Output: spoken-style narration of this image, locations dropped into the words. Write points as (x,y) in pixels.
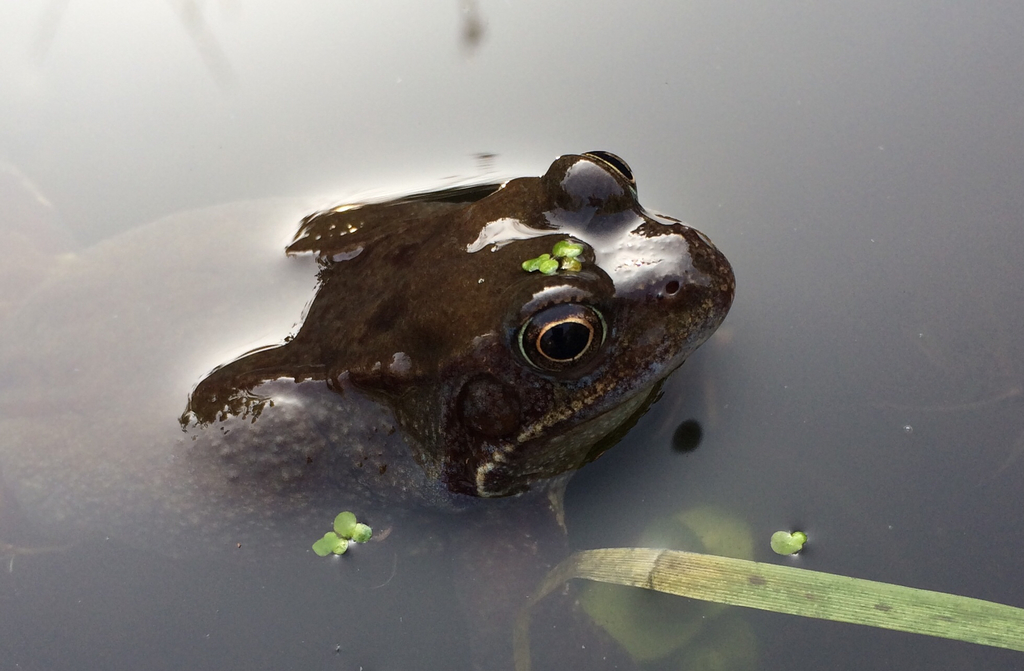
In this picture there is water (734,505), in the water (701,114) there is a frog (553,307) and a water plant (712,537).
